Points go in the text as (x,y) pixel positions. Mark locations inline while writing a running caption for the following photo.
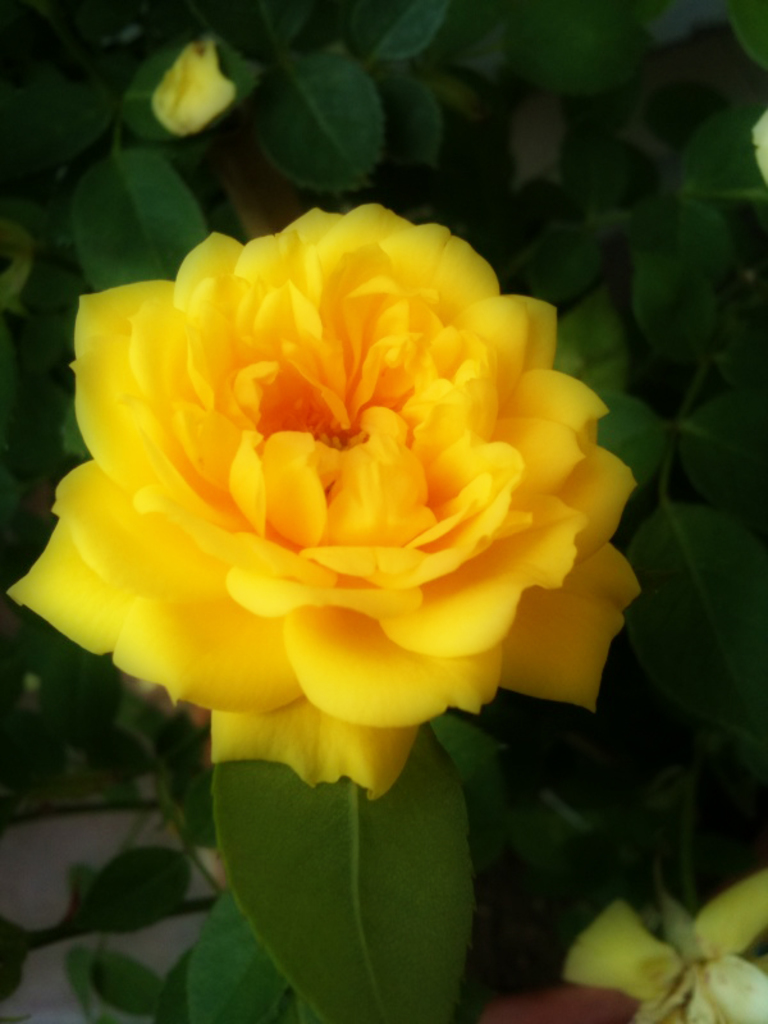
As we can see in the image there is plant (390,32) and yellow color flower (355,435).
